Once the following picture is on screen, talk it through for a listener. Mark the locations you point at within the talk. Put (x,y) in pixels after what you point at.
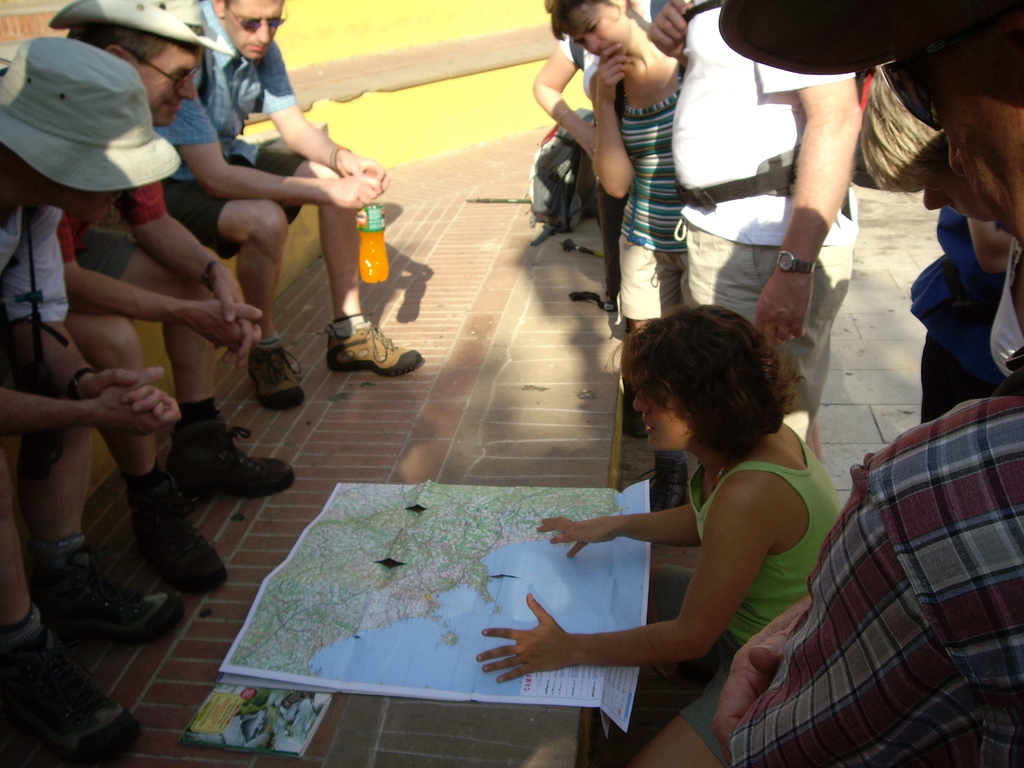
In this image on the right (766,440) there is a woman (763,465), she wears a t shirt (781,582), trouser (727,647), she is sitting and holding a map (437,649) and there are many people (881,635), they are staring at map (431,589). In the middle (441,415) there is floor (447,418), map (449,636) and book (267,708). On the left (186,290) there are three men (162,245), they are sitting. At the top (342,31) there is wall (470,136).
